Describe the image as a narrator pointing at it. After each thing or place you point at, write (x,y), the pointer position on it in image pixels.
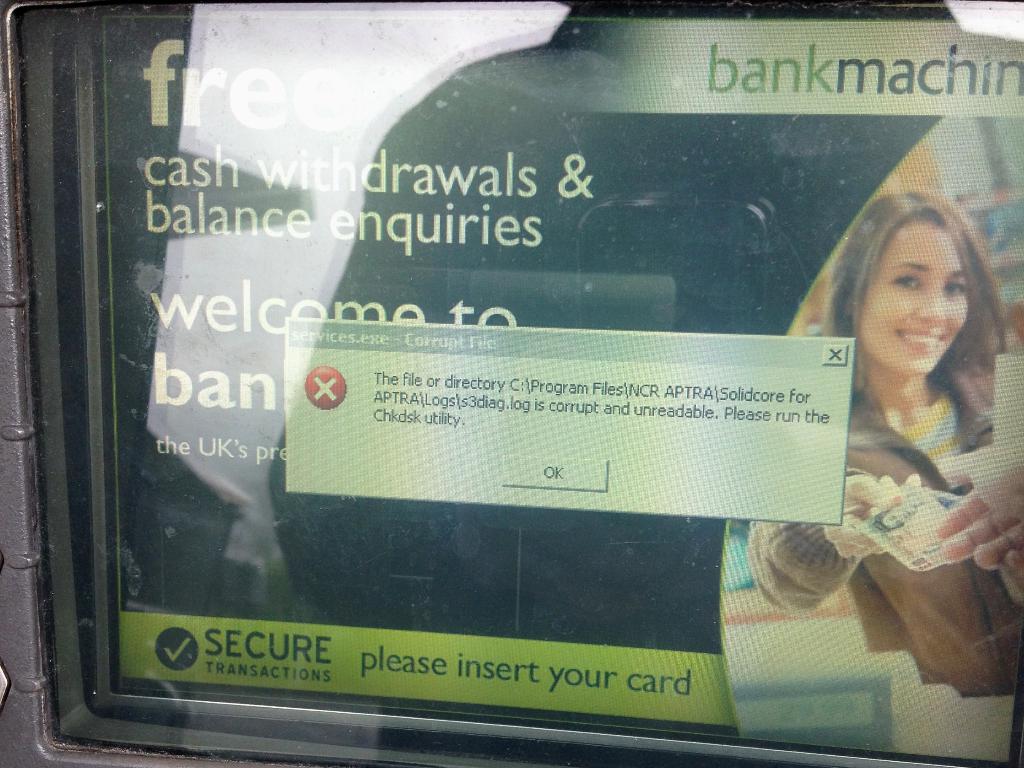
In this image we can see some text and photos (906,399) on the screen (673,563).
